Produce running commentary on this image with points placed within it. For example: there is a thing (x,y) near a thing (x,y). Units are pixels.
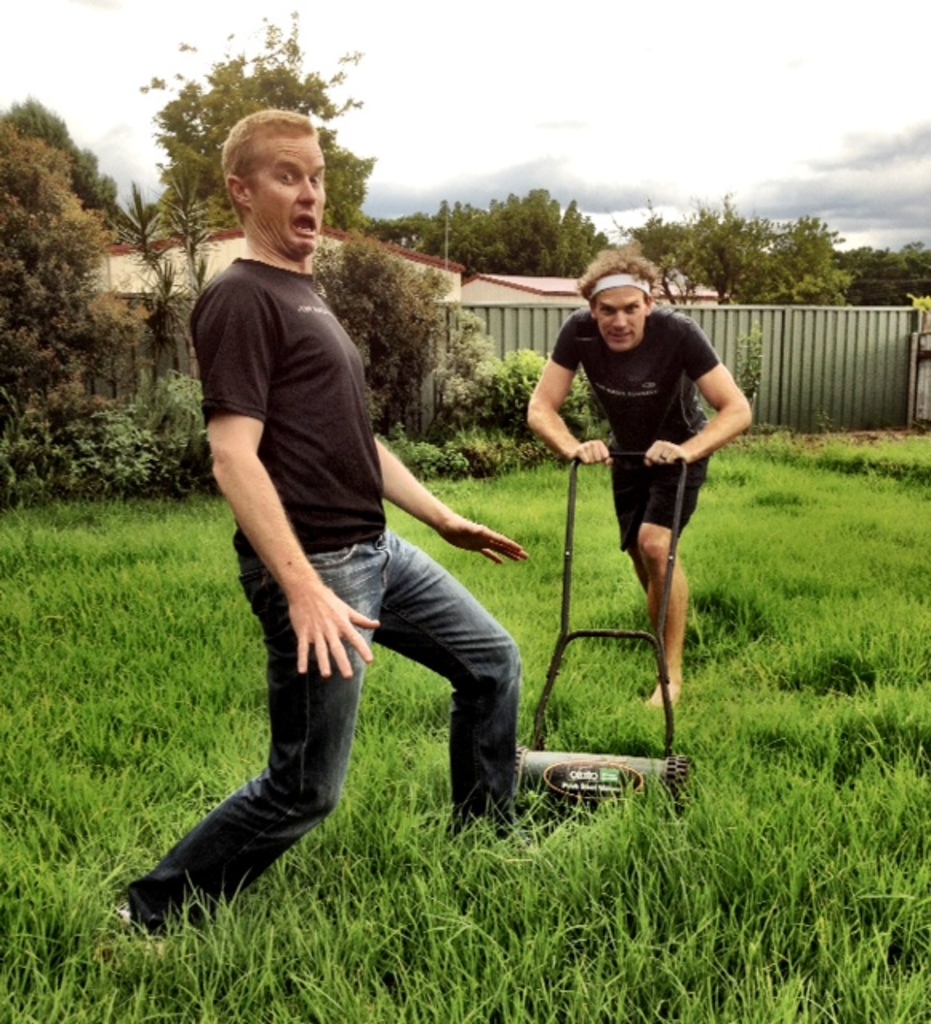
On the left side (252,524), there is a person (297,565) in a black color shirt (354,432) on the grass (348,827) on the ground (281,910). On the right side (672,349), there is another person (620,330) in a black color dress (646,357), holding the handles (661,634) of the machine (670,706), which is on the grass (714,798). In the background (889,315), there is a wall (549,341), there are trees (884,275), buildings (521,299), plants (75,456) and there are clouds (492,93) in the sky (408,121).
